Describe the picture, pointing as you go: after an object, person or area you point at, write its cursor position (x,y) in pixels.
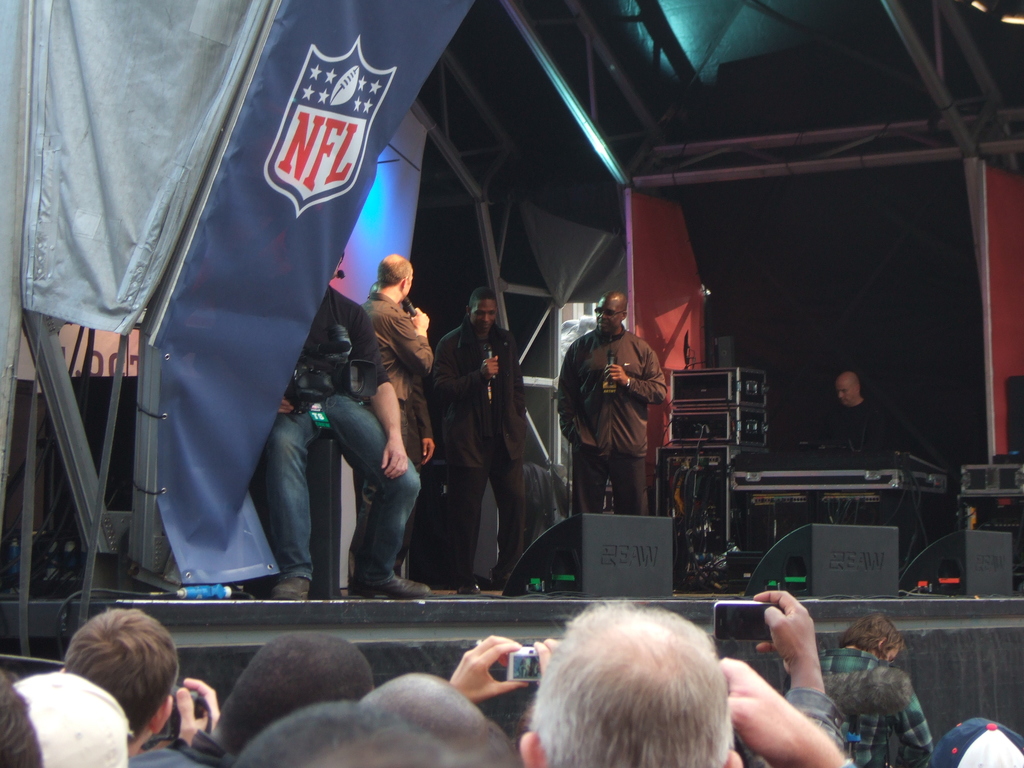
In this image at the bottom (260,685) we can see few persons (293,701) and among them few persons (113,669) are holding cameras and mobile (743,625) in their hands (771,643). In the background (466,376) we can see few persons (413,391) are standing on the stage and holding microphones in their hands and a person (361,437) is sitting on a platform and holding a camera (315,393), banners (276,306), poles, boxes (734,391), electronic items (718,391), cables (685,497), lights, screen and a person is on the right side (839,389).
